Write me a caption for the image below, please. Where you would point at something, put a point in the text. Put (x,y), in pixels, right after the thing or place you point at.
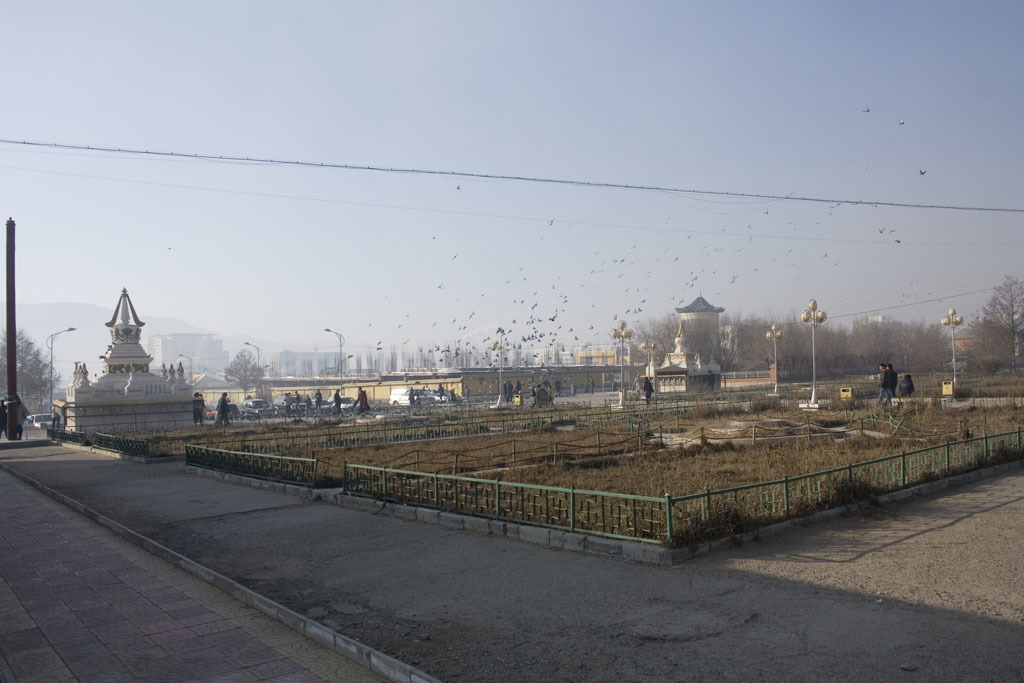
In this picture we can see grass (609,484), some fencing (488,480) and a few people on the path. We can see street lights (813,398), buildings (120,401), trees (26,376), vehicles (407,401) and other objects (10,387). We can see birds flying in the sky (666,205).
